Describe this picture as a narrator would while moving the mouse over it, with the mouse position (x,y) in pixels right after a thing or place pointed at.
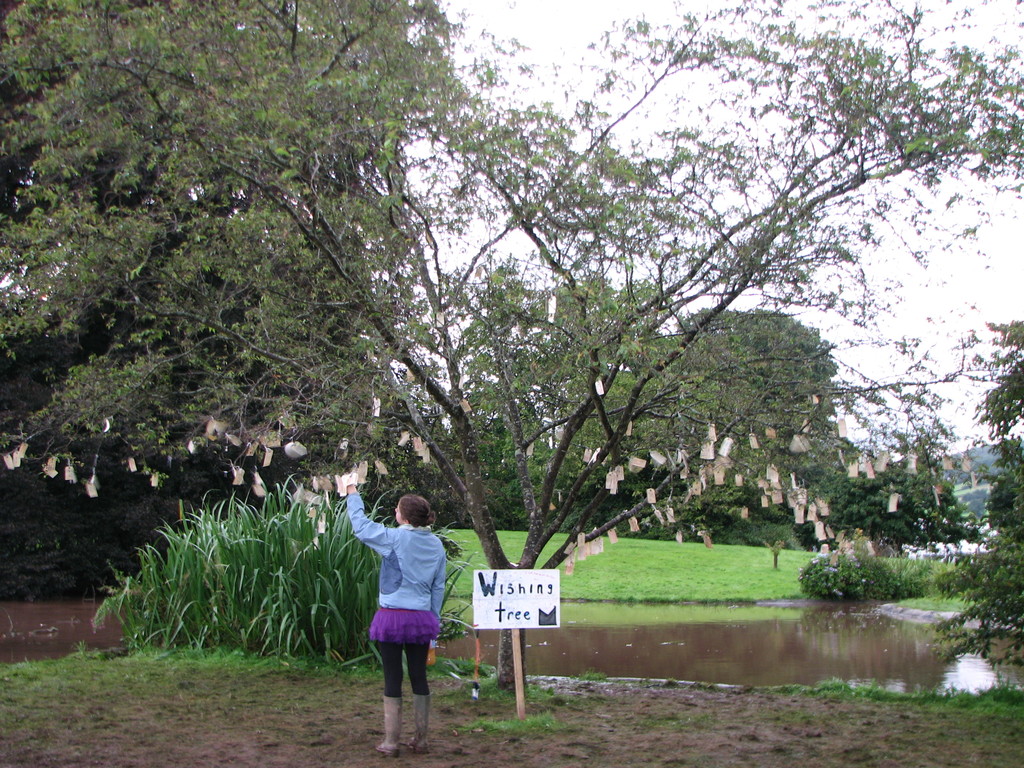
This is an outside view. On the right side (783,643) there is a pond (606,639). At the bottom (397,521) there is a woman (386,602) standing on the ground (359,701) and also there is a board (502,614). In the background (932,568) there are many plants (185,489) and trees (47,306). At the top of the image (533,29) I can see the sky (482,46).
